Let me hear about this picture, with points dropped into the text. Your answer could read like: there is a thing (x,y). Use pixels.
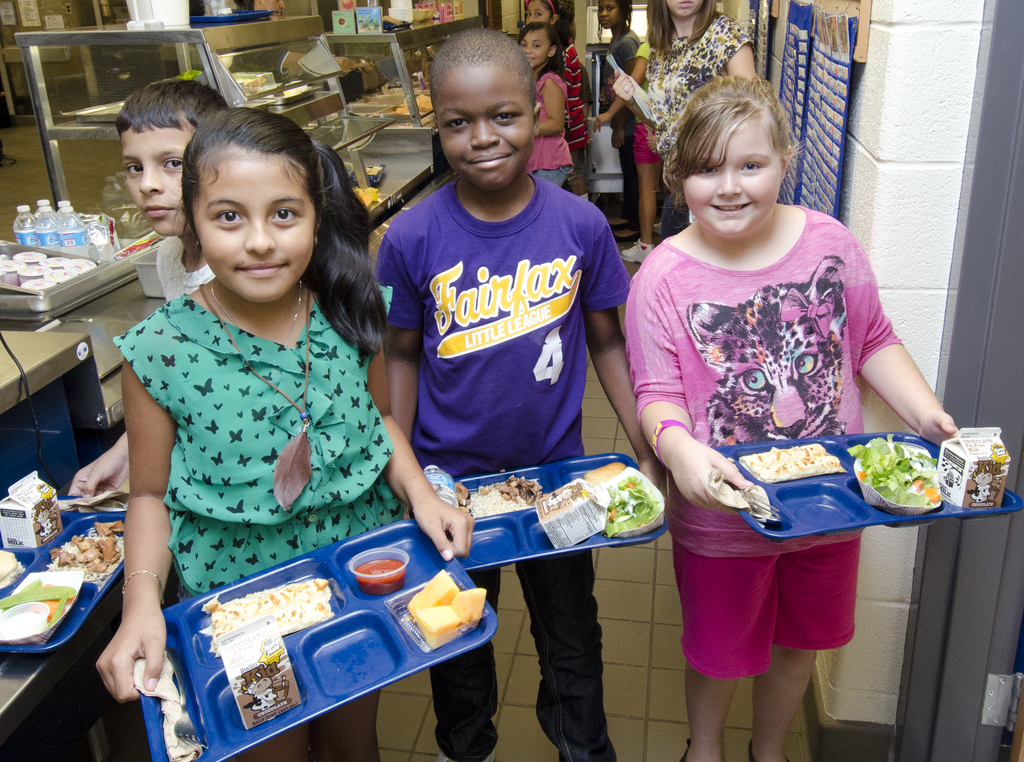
In this image we can see many children (554,147). Some are holding tray (350,599) with food items (798,461). On the left side (28,362) there is a platform (92,331). On that there are bottles (75,242) and many other things (437,6). Also there is a wall (871,100) with some items (801,72).
